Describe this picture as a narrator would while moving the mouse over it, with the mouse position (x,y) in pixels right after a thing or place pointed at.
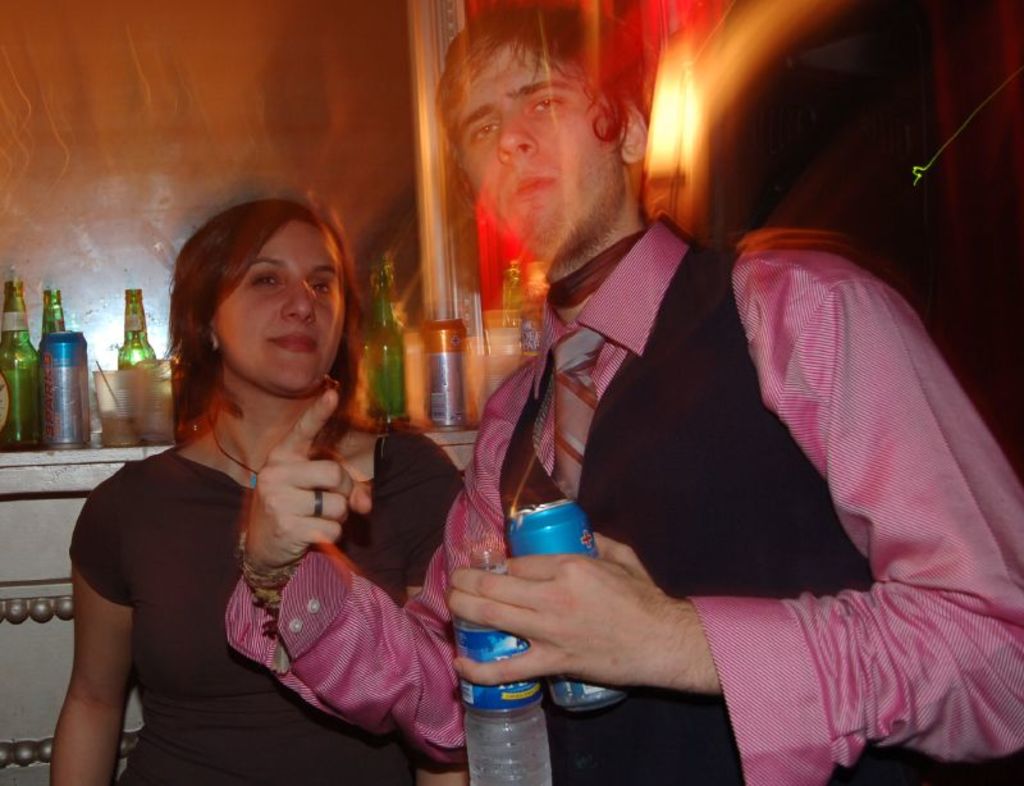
On the right (995,690) a Man (921,686) is Standing and holding two bottles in his hands (640,657) the left woman (175,564) is standing behind her there are bottles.
